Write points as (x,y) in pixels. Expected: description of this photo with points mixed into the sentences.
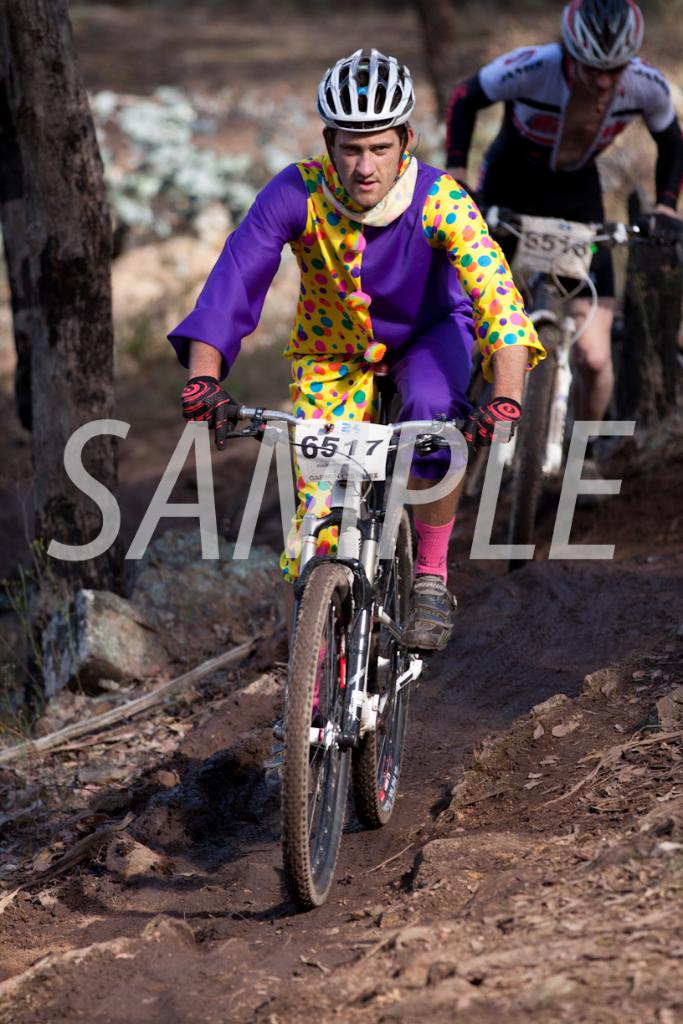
In this image, we can see two persons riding the bicycles (361,769), on the left side (57,339) we can see a tree trunk (42,298), there is sand (592,880) on the ground (407,908).
